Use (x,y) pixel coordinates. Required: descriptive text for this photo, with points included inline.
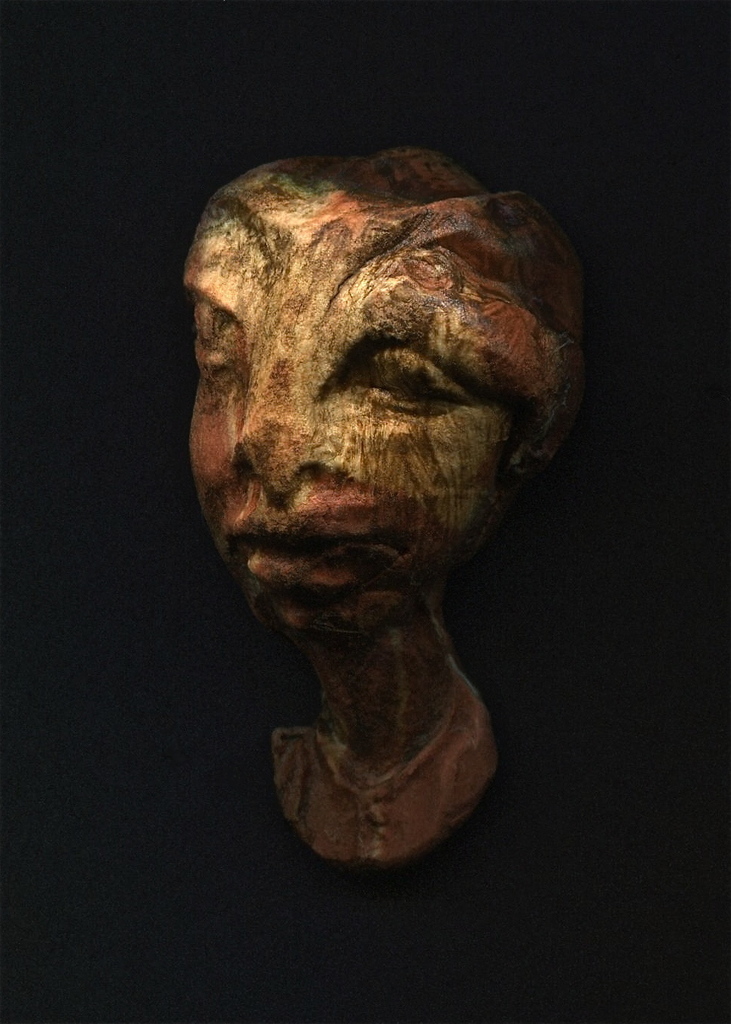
In the picture I can see the sculpture (450,331) in the middle of the image (444,442).
